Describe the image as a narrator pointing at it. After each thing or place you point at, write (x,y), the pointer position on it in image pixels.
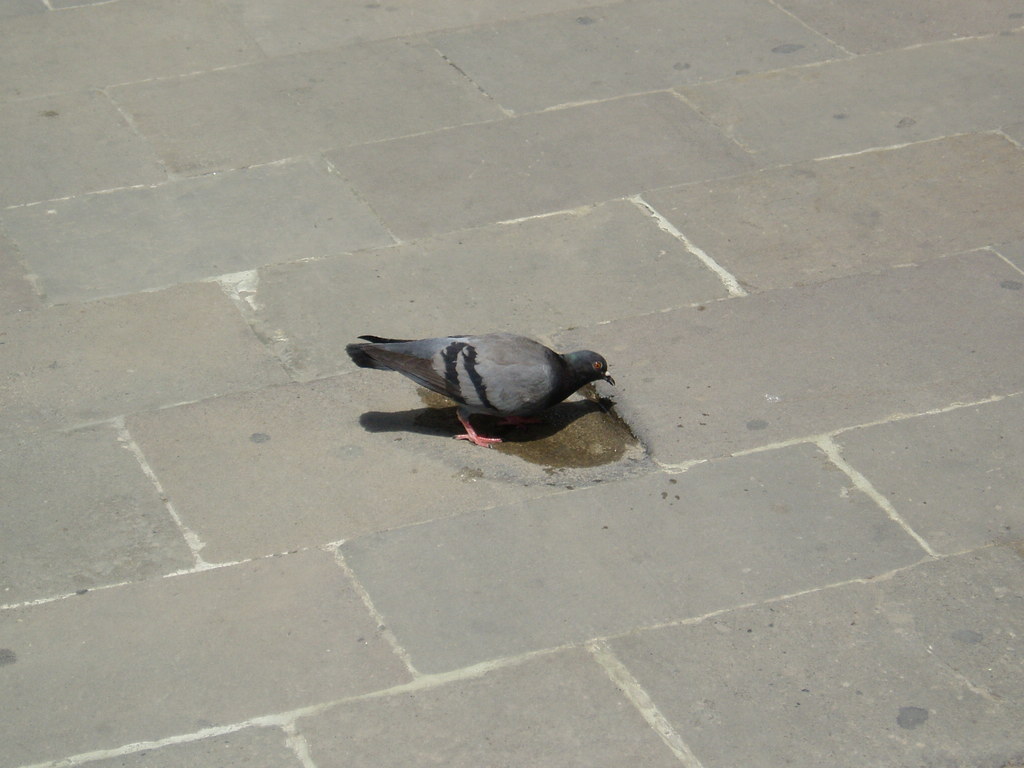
In this picture there is a pigeon (596,370) in the center of the image (579,359).
